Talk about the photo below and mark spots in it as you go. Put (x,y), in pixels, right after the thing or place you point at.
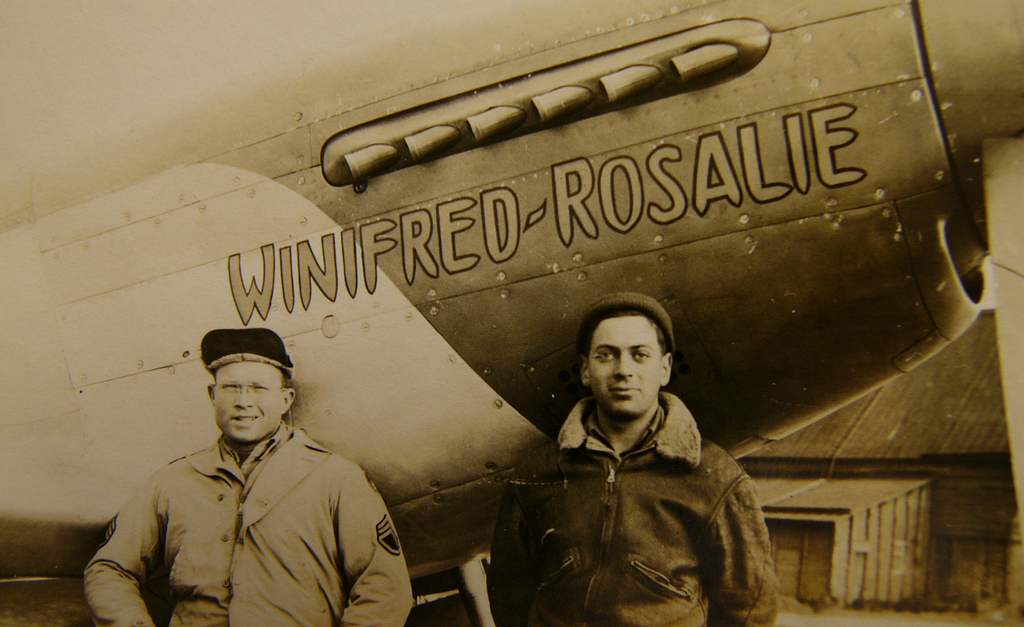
This is the picture of a black and white image and we can see two people (560,461) standing and posing for a photo and in the background (598,150), we can see an object (106,256) which looks like an aircraft (410,425).
